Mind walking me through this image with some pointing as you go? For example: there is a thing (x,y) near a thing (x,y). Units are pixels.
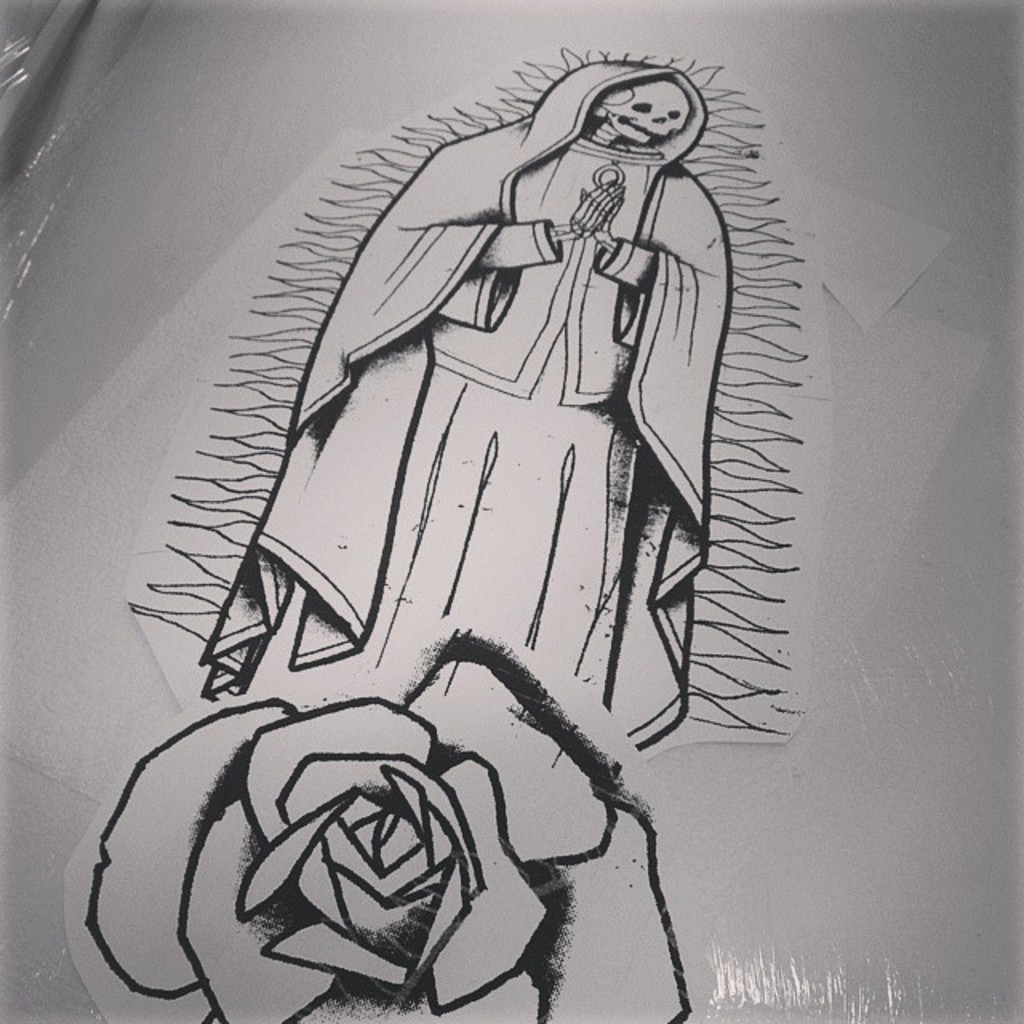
In this image, we can see some sketch (408,451) on a white colored object (509,131). We can also see some cover (966,206).
